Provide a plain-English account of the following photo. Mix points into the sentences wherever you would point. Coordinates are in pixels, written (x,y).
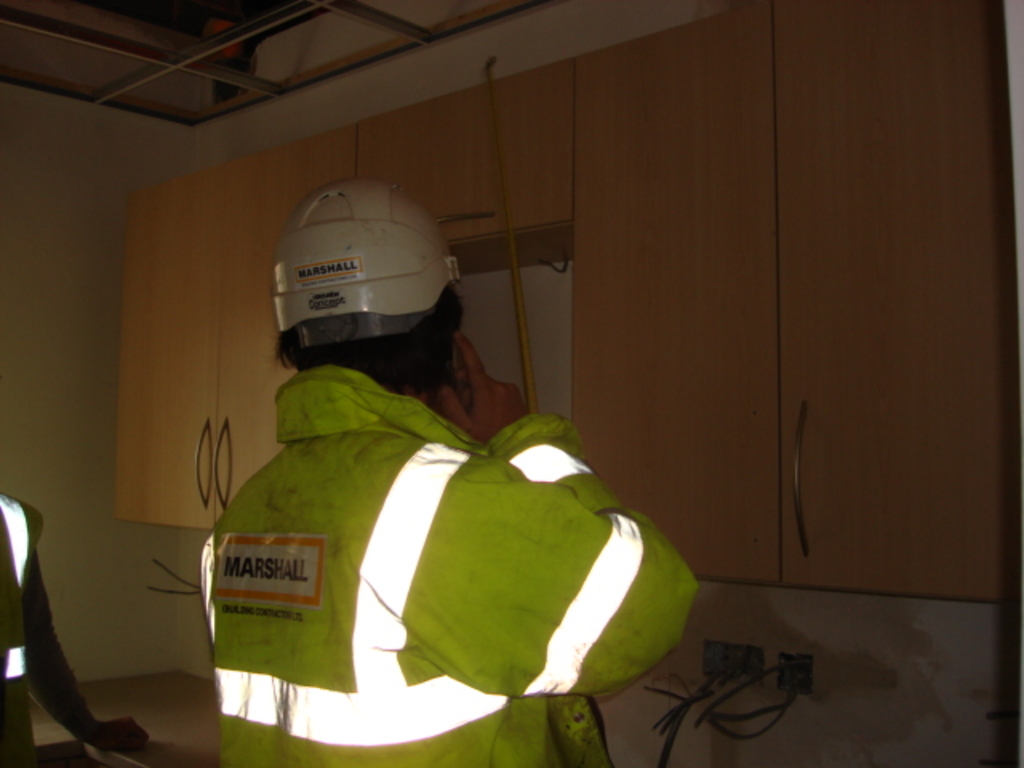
As we can see in the image there are two people (321,483), cupboards (202,486) and the person (359,409) over here is wearing a helmet (352,317). The image is little dark.
